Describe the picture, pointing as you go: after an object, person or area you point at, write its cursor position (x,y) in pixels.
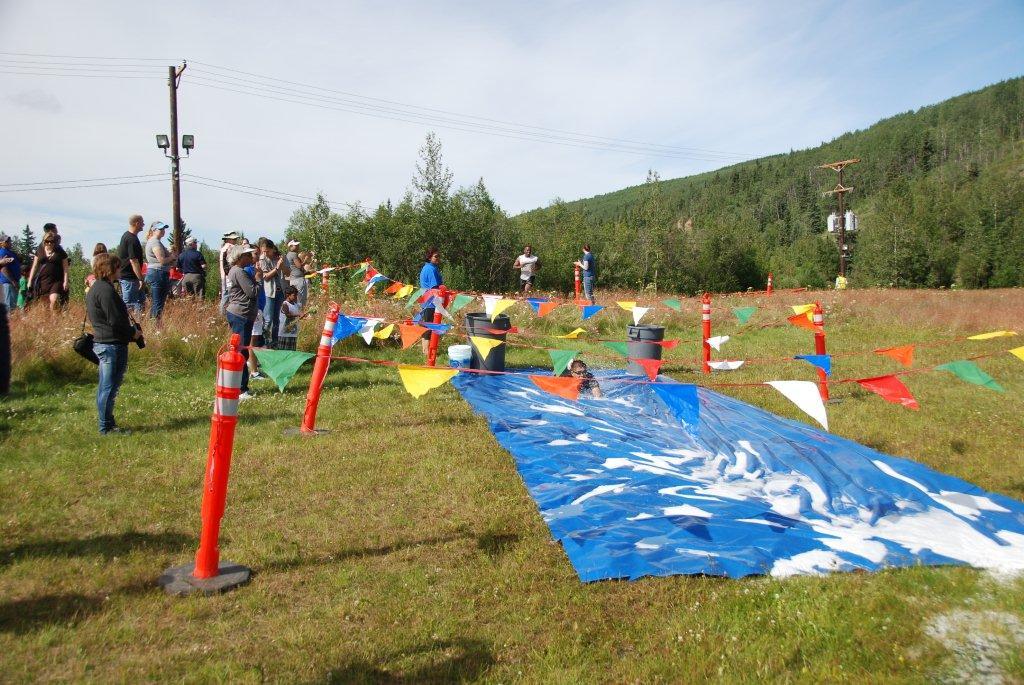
In this image we can see people (234,304) are standing on the grassy land (378,572). There is a blue color sheet (656,522) on the land (574,612). We can see flags (489,346) are attached to orange color poles (224,417). In the background (173,144), we can see electric poles (173,144), wire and trees (763,230). At the top of the image (493,65), there is the sky (292,91).
